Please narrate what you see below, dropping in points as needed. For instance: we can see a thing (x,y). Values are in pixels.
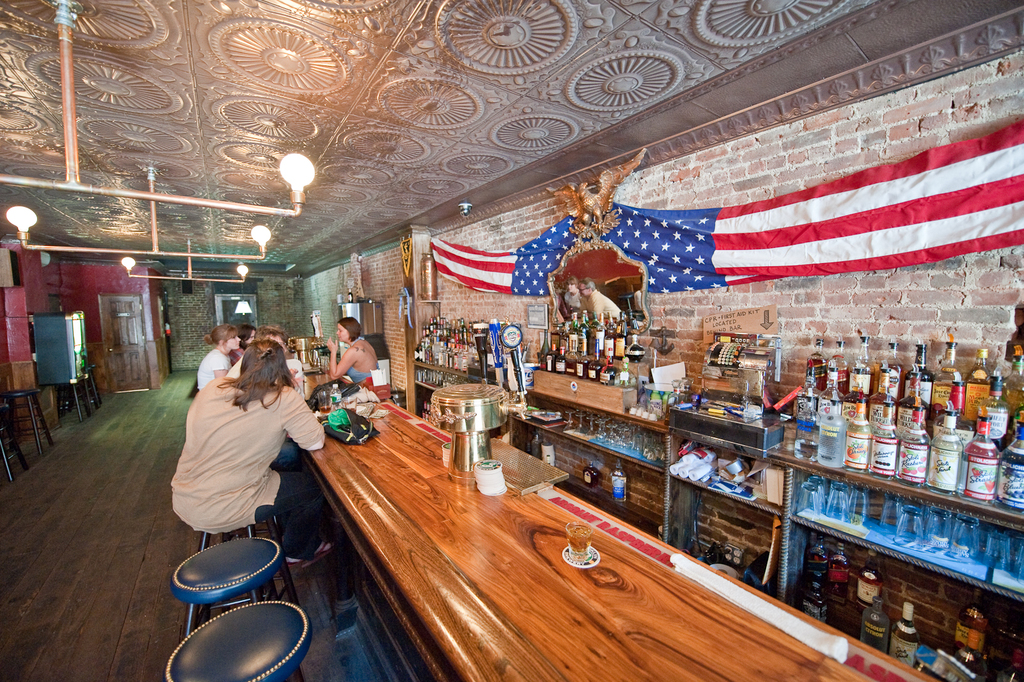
In this image, we can see persons (276,329) wearing clothes (240,415) and sitting in front of the table (381,456). There are bottles (895,410) in racks (776,461). There is a flag (741,238) on the wall (842,279). There are lights (259,239) hanging from the ceiling (181,211) which is at the top of the image (402,36). There are stools (229,599) in the bottom left of the image (259,633).
